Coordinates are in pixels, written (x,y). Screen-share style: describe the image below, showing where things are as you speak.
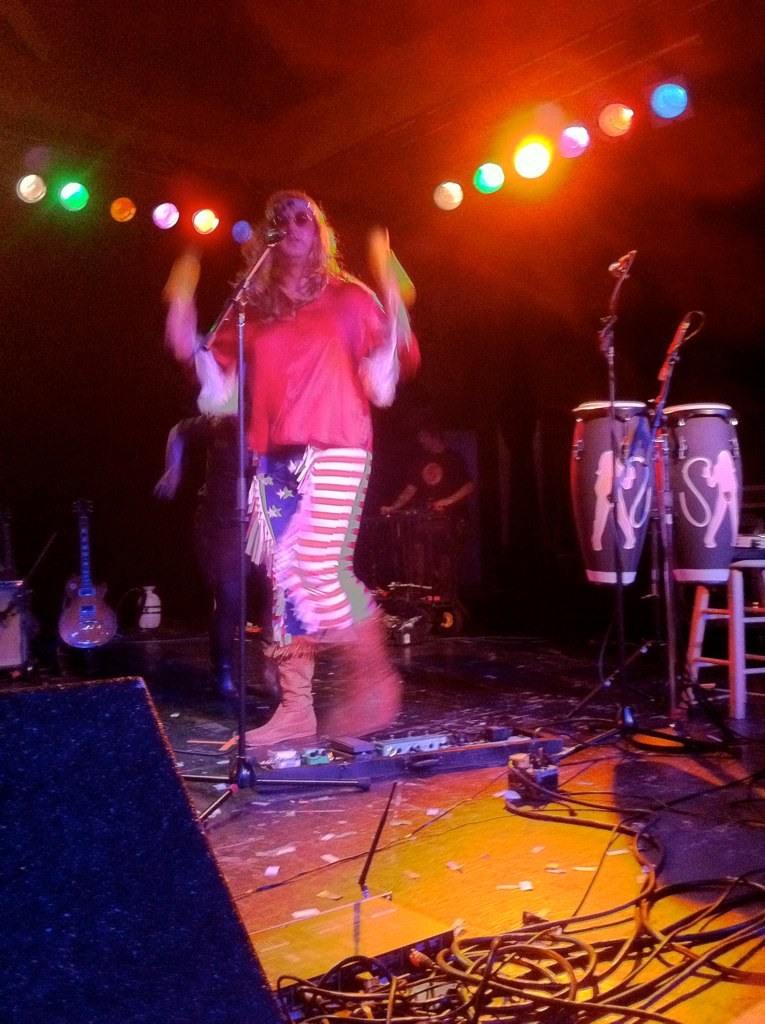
There is a woman (303,483) standing on a floor (271,834), singing. In front of her there is a microphone stand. Behind her there are two drums (637,494) and a stool (717,617). In the background (83,197) there are some different colors of light (576,148).
